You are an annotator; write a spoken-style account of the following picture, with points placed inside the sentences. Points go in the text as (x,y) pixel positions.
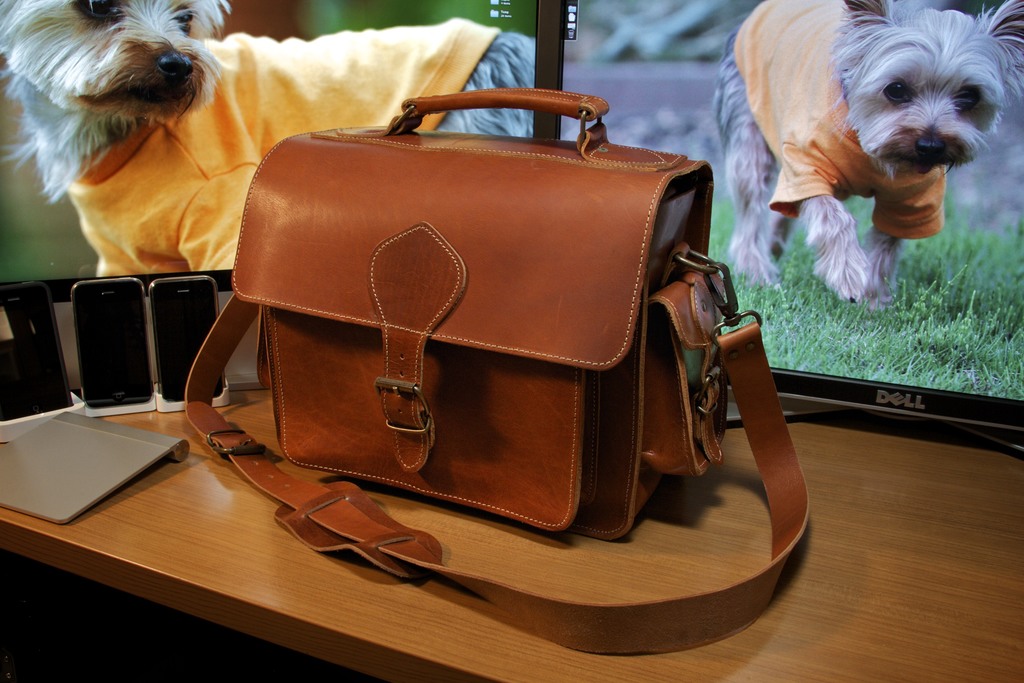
there is a brown bag (396,400) on the table (346,560). behind that there is a computer (798,202) on which a dog's photo (835,164) is being displayed. left to that is another dogs image (188,112). left to that there are 3 mobile phones (98,347).
